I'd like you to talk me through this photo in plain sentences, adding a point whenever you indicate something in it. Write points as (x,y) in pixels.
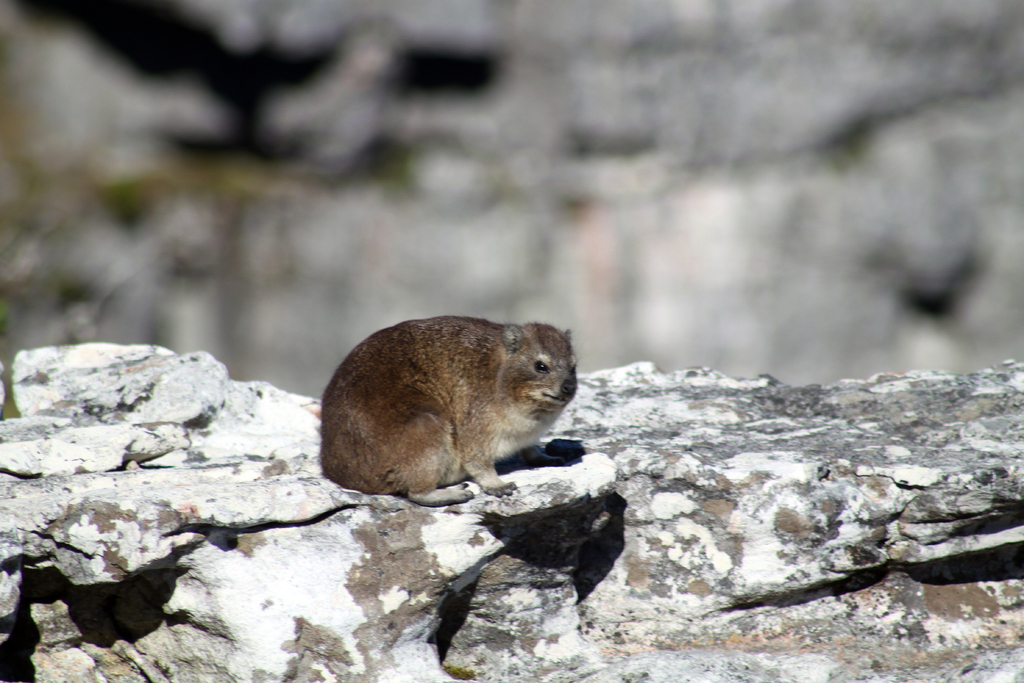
In the center of the image (464,366) we can see a rock hyrax (445,412) on the rock (633,539).
